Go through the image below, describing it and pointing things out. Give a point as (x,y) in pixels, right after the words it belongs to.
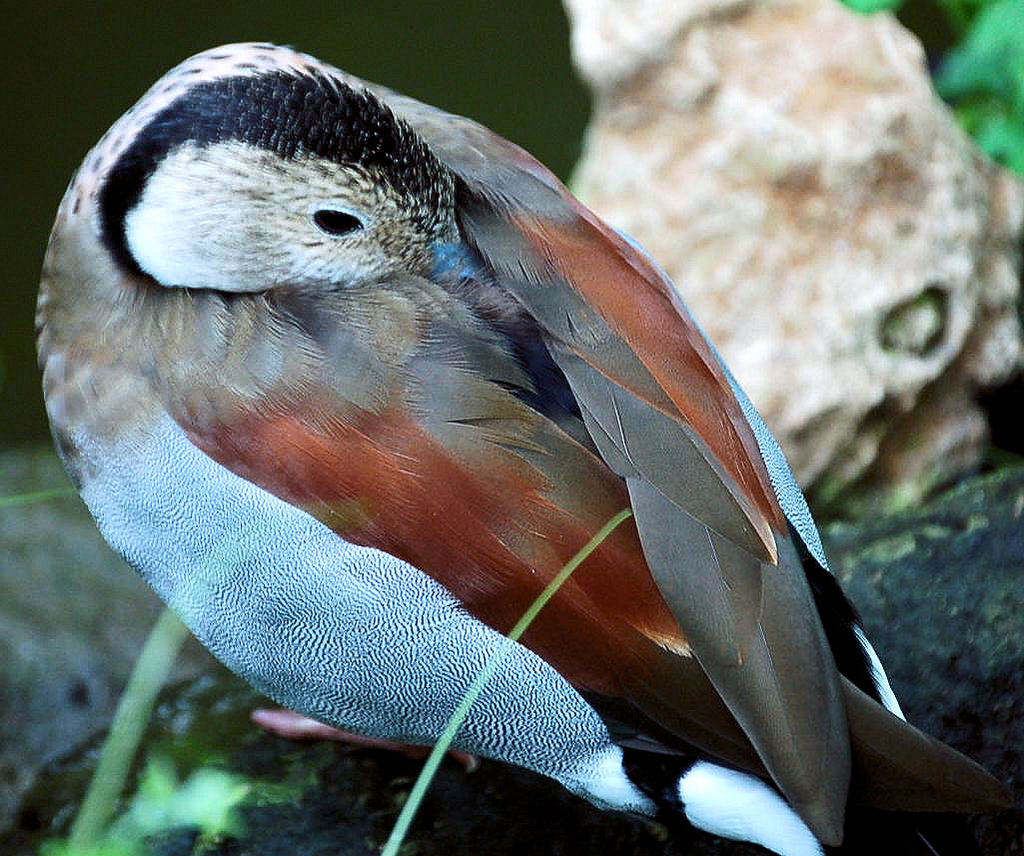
In this picture I can see a bird (470,730) on the tree bark (884,645) and looks like a rock (768,308) on the right side (768,373).
